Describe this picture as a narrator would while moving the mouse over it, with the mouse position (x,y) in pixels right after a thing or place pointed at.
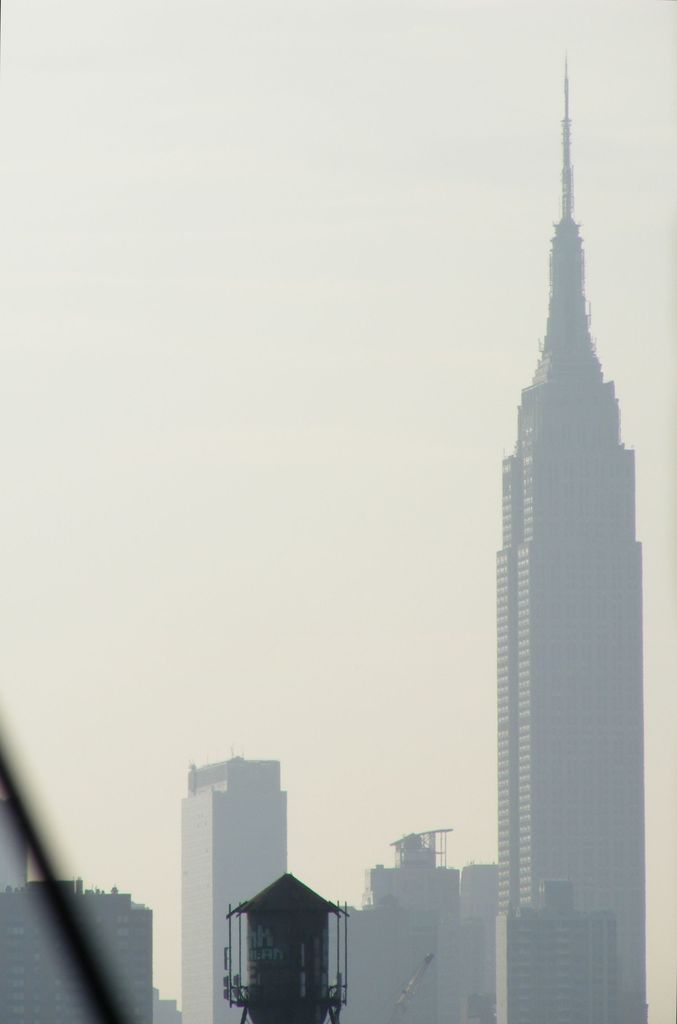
In this image we can see so many buildings (192,844) and white color sky (228,523).
